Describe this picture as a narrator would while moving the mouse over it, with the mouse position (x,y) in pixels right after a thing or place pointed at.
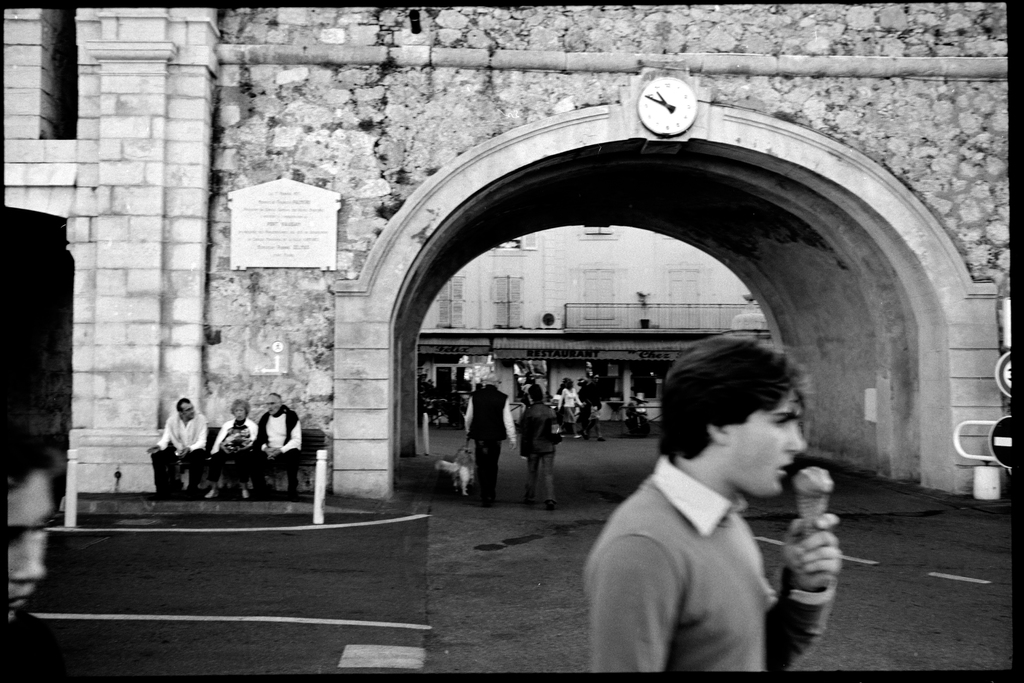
In this black and white picture few person (276,460) are sitting on the bench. There is a tunnel (733,121) having a clock (660,94) on the wall (690,74). A person (487,476) is walking along with dog (465,480). Few persons (554,449) are walking on the road (610,457). Front side of image there is a person (730,563) is holding an ice-cream cone (822,474) in his hand (830,540).
